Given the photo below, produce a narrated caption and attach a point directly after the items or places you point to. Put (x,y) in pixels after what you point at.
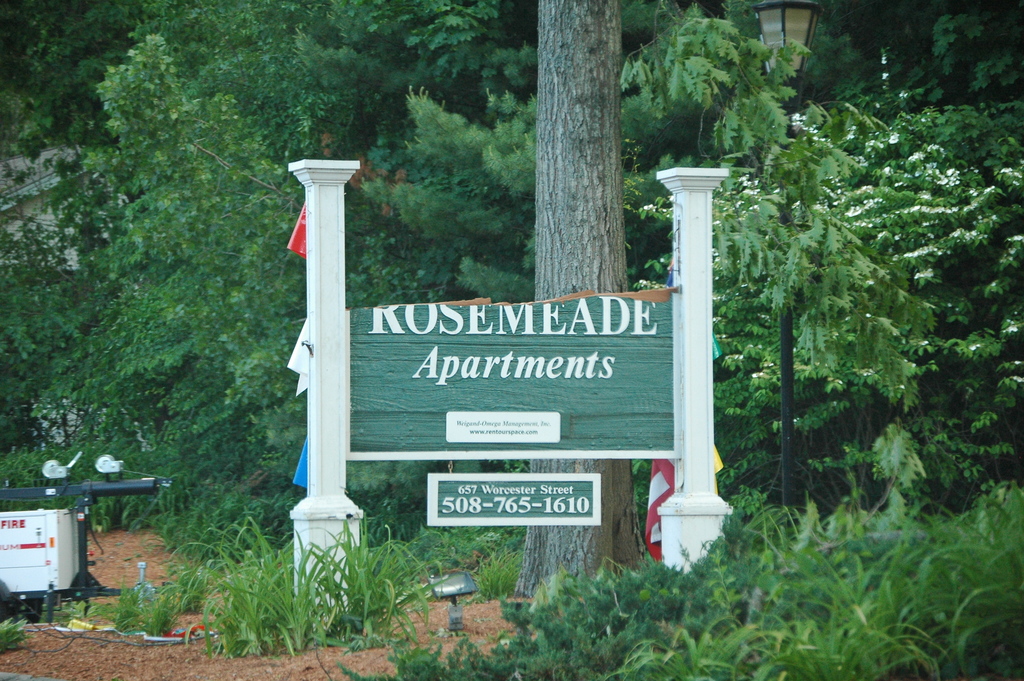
In this image there is a board (525,367), on that board (508,348) there is some text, in the background (732,276) there are trees (841,200) and a light pole (788,33).
